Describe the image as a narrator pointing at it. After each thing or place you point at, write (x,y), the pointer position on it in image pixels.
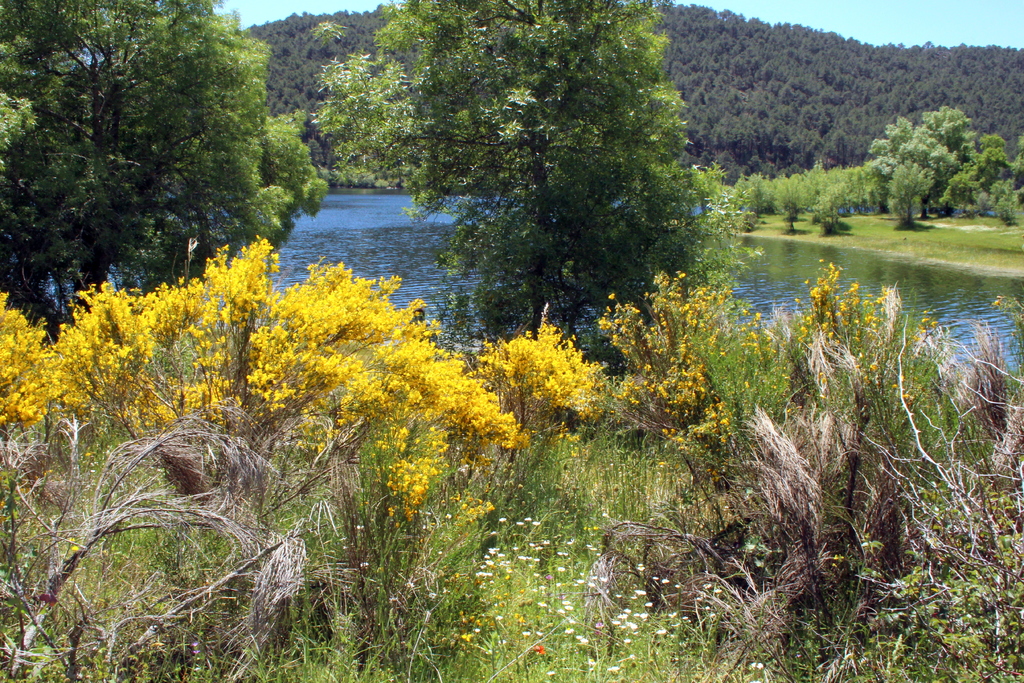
In this image, we can see trees (506,305), plants (522,546) and flowers (627,609). Background (932,267) we can see water (756,268), grass (893,243), trees (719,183), hill (829,76) and sky (879,22).
